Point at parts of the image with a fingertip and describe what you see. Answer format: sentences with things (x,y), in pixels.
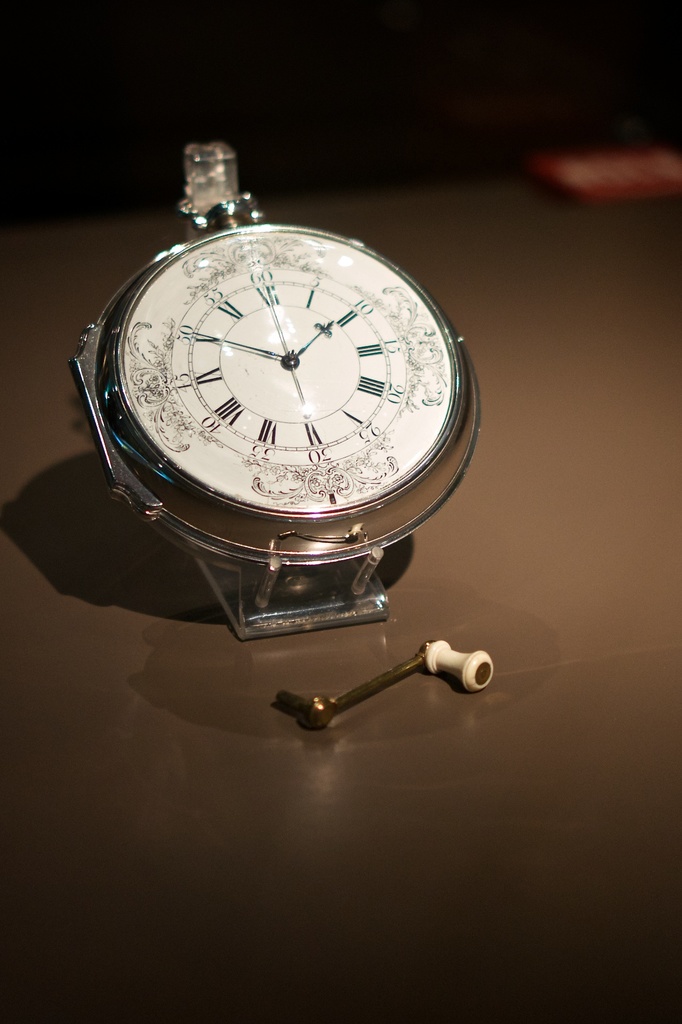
In this image we can see a watch dial (301,465) and some other object (398,680) on a surface (301,809). In the background (276,40) it is blur.
